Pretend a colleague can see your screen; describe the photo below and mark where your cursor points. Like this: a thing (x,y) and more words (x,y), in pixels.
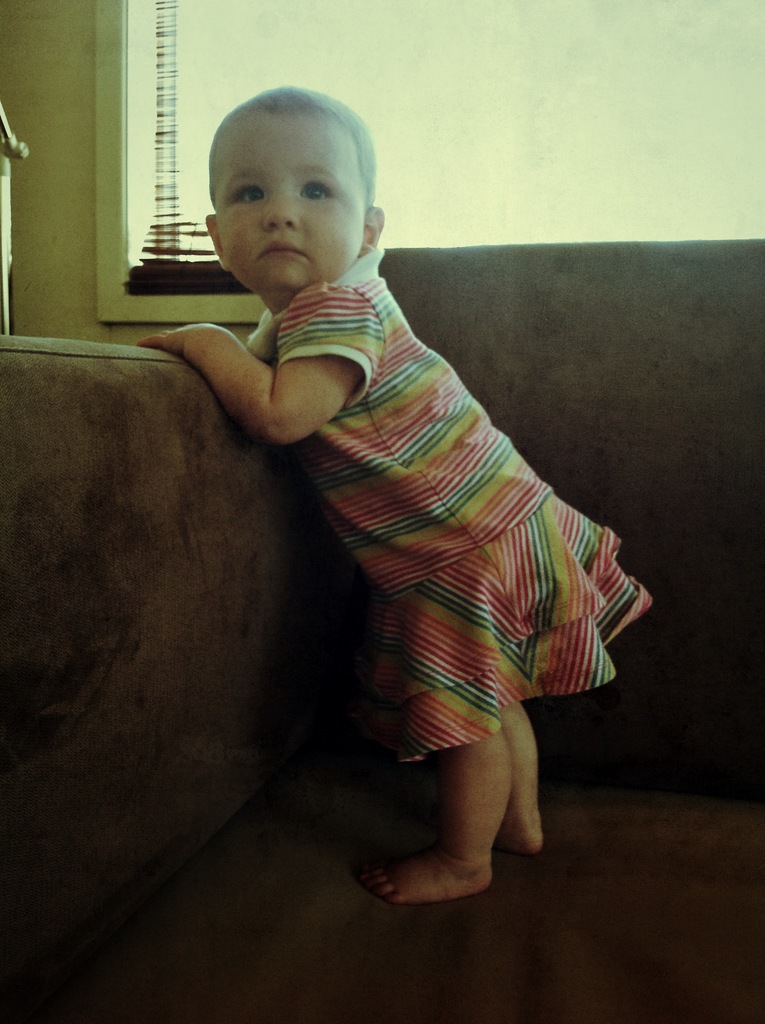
In this picture I can see a baby (298,372) standing on the sofa (719,347) and looks like a window (387,122) in the background (255,23).
